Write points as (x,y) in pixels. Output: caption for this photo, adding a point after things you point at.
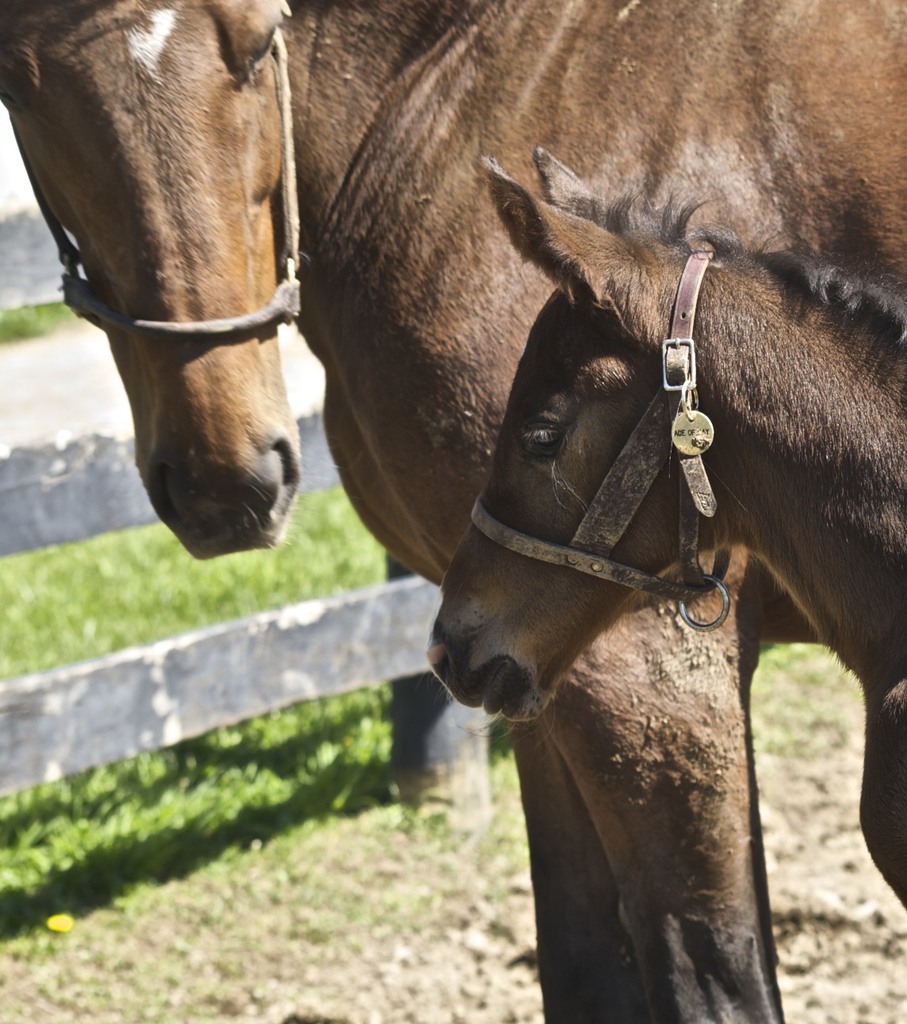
There are 2 brown horses (677,229). There is a fencing (57,679) and grass (140,635) at the back (161,579).
